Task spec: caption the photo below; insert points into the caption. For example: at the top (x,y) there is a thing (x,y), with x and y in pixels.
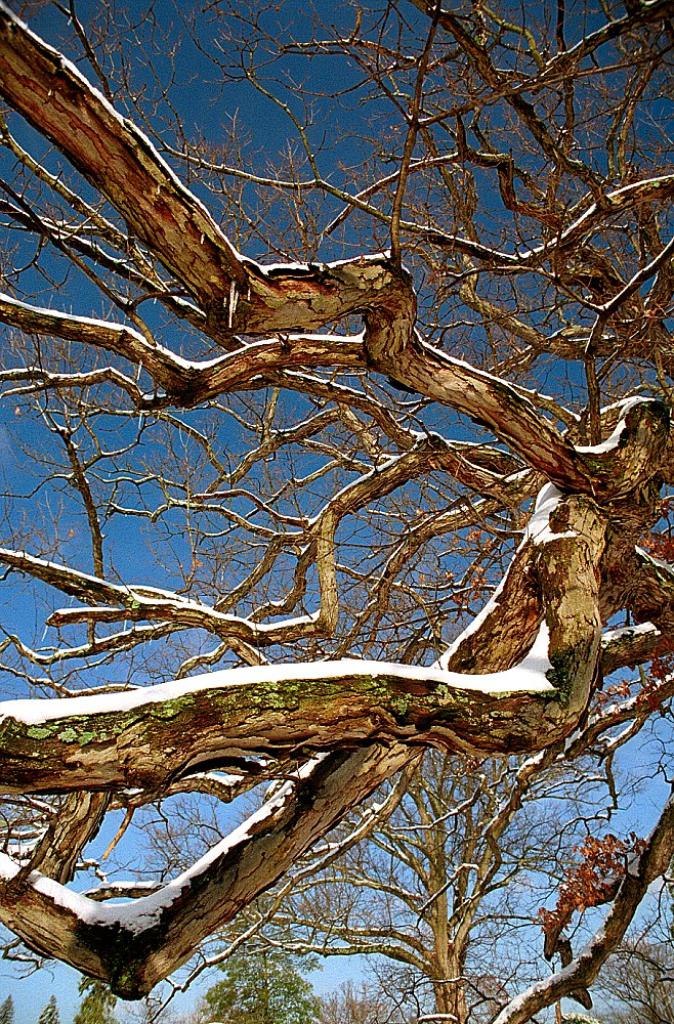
In this picture there is a dry tree branches (359,723) in the middle of the image (334,545). Behind there is a blue sky (72,169).
